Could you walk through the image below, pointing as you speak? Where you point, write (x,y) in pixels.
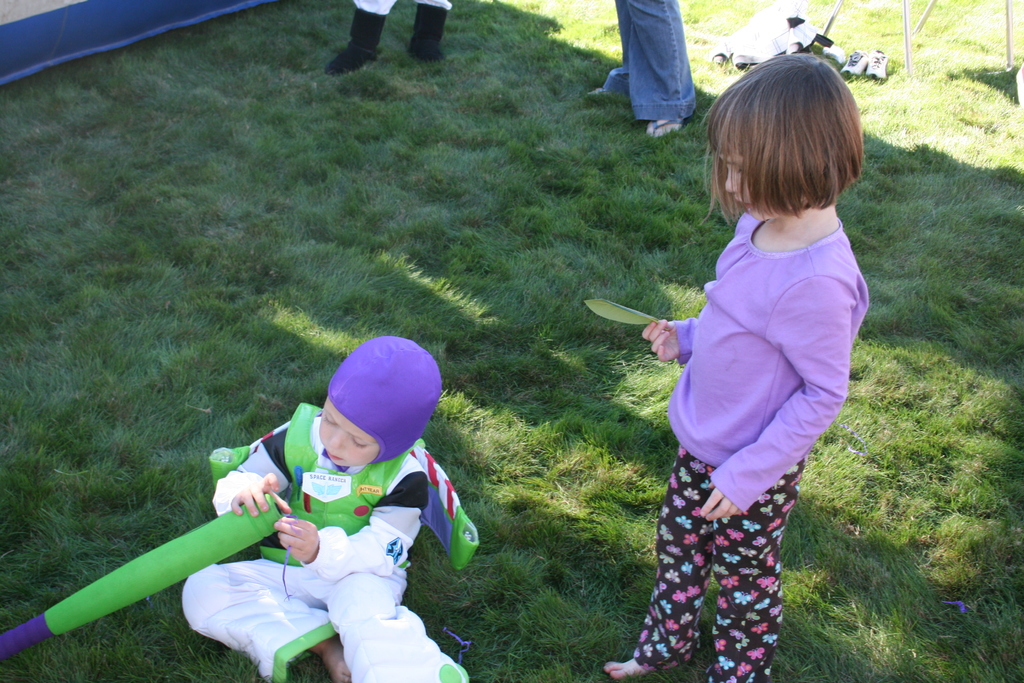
In this image I can see grass ground (554,325) and on it I can see two children (381,494) where one is sitting and one is standing. On the left side of this image (292,463) I can see one of them is holding a plastic bat (38,622). On the top side of this image (793,19) I can see few poles (906,28), shoes (858,59), a white colour thing (763,11) and two persons (416,40).
